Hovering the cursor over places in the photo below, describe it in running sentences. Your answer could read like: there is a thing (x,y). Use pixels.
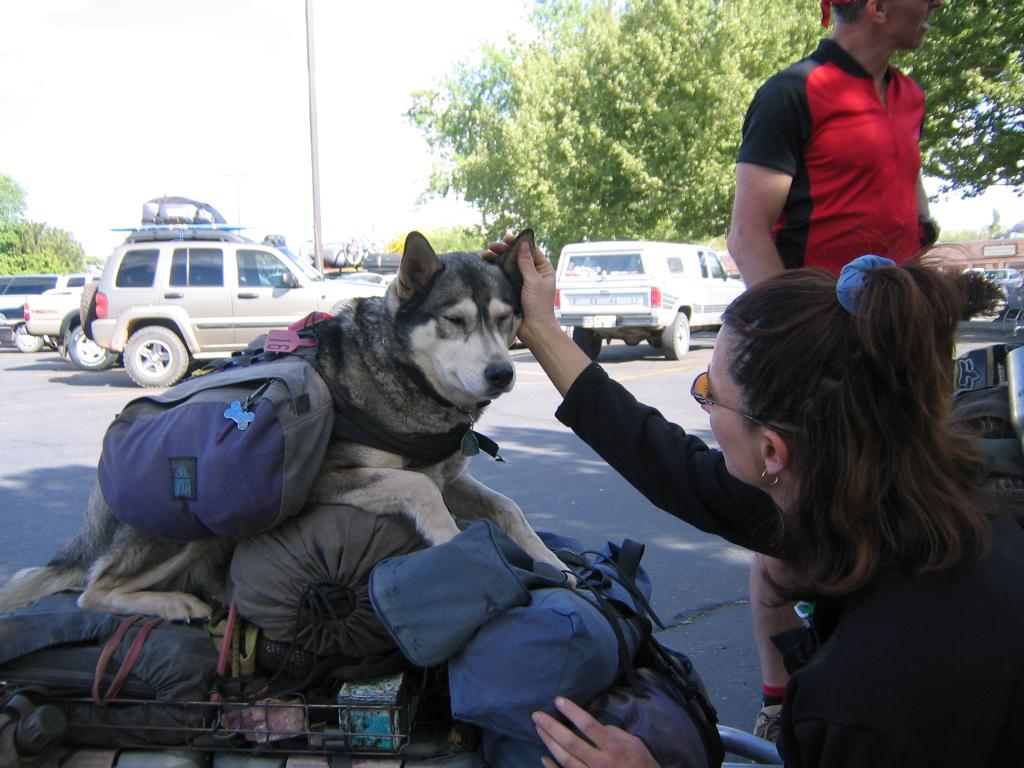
As we can see in the image there is a sky (410,205), trees (547,142), cars (357,294). Two people (792,181) over here and there is a dog (472,303).
